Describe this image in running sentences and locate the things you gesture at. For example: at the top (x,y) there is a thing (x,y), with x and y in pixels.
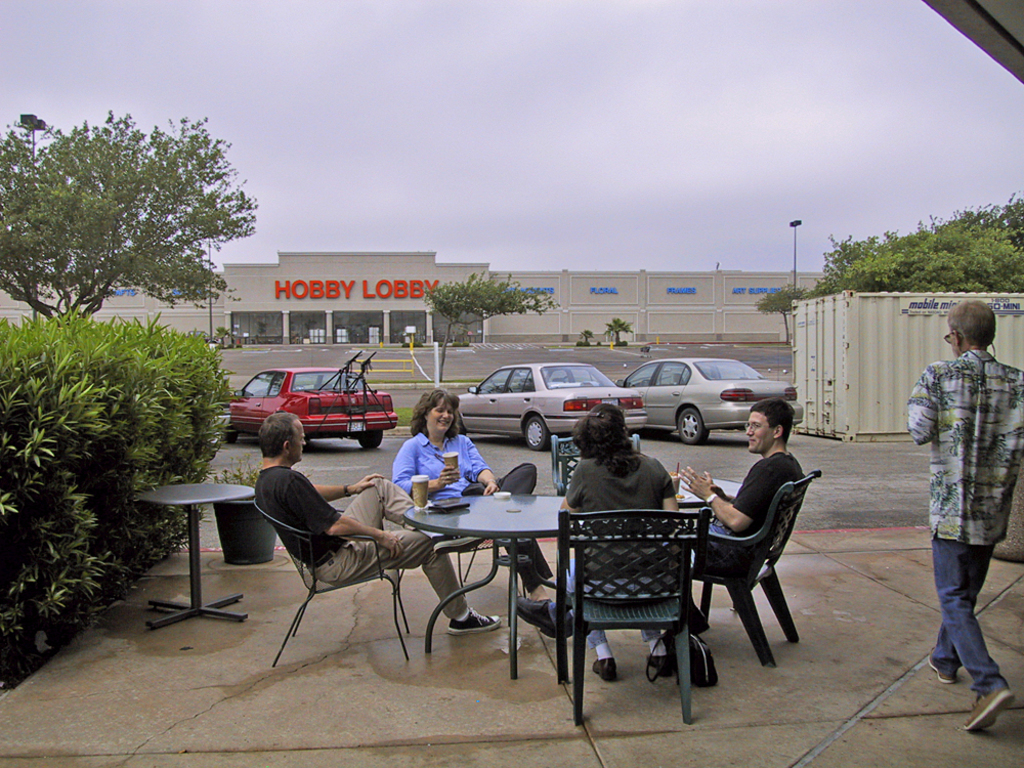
In this image there are group of persons (474,473) sitting on the chair (646,568) and at the right side of the image (927,372) there is a person (939,517) walking on the floor (856,552) and at the background of the image (748,389) there are cars (501,407) and building (396,332) and at the top of the image (401,137) there is a sky (388,130).
